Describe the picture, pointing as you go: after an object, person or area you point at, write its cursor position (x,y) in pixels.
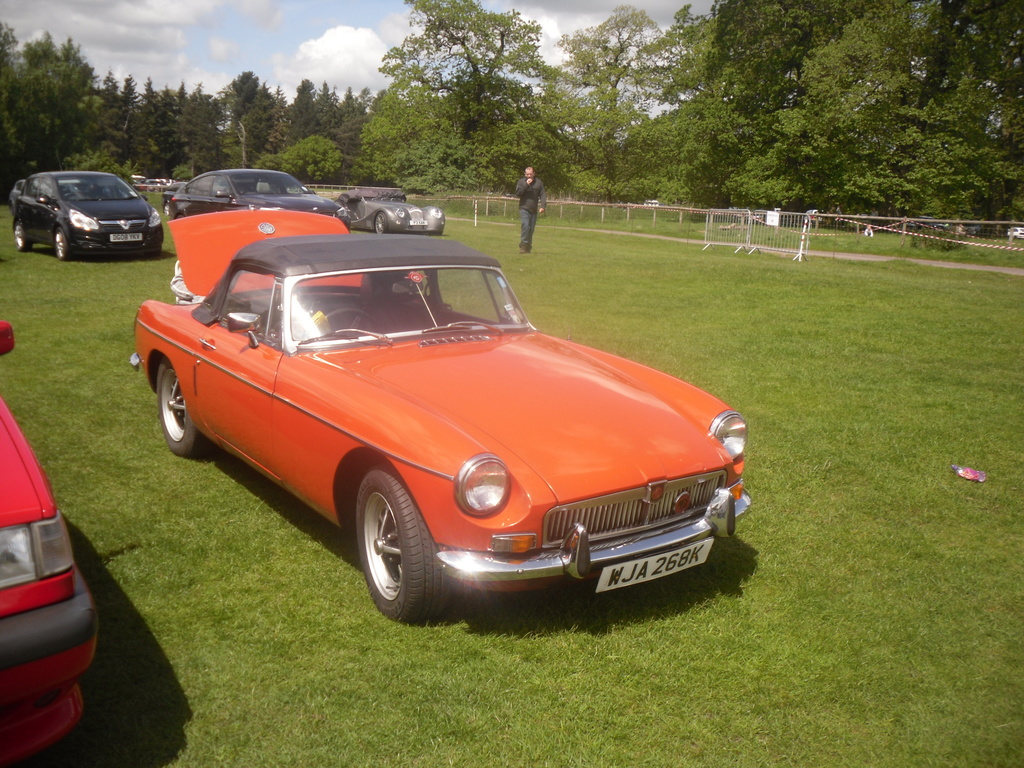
In the background (365,30) we can see the clouds (184,30) in the sky (238,42). We can see the trees (993,45), fence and the railings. In this picture we can see a man (524,249). We can see the vehicles (22,185). On the right side of the picture (963,481) we can see an object (973,469) on the green grass (1018,428).
